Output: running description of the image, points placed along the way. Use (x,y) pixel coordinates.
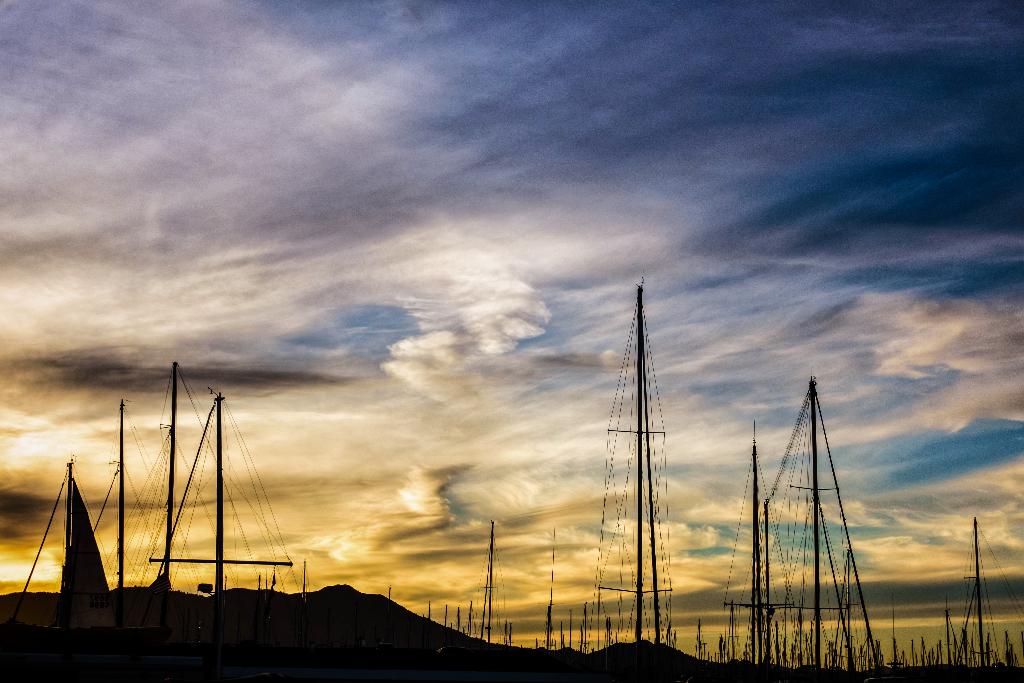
In this image we can see sky (356,208) with clouds (396,280), hills (285,595) and ships (215,592).
